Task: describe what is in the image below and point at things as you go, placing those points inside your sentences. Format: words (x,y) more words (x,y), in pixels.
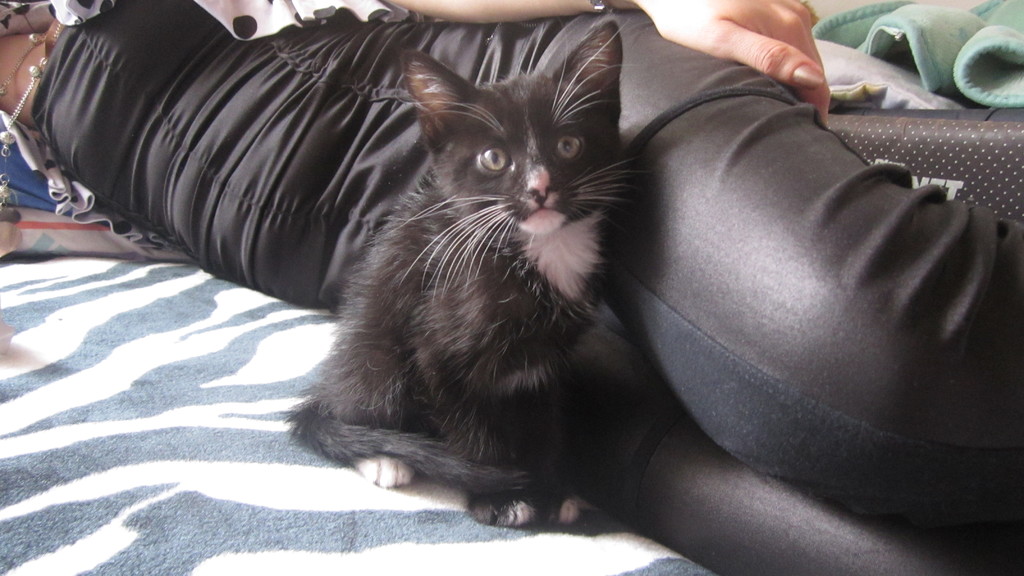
This is cat (487,353), here a person (341,108) is lying wearing clothes (811,356).
